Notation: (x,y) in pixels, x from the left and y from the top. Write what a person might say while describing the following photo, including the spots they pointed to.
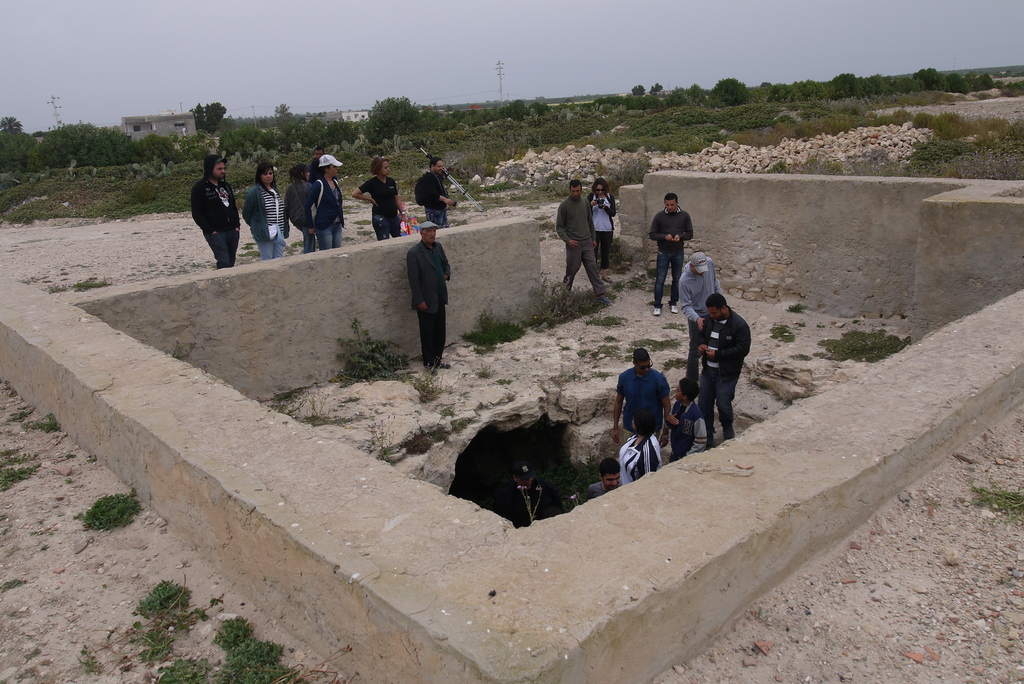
In the front of the image (587,606) there are walls (321,369), plants (376,362), people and cave (553,428). Among them few people (706,305) are holding objects (470,203). In the background of the image (789,138) there are buildings (154,133), trees (404,105), plants (993,87), pole (501,92), rocks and sky (503,49).
